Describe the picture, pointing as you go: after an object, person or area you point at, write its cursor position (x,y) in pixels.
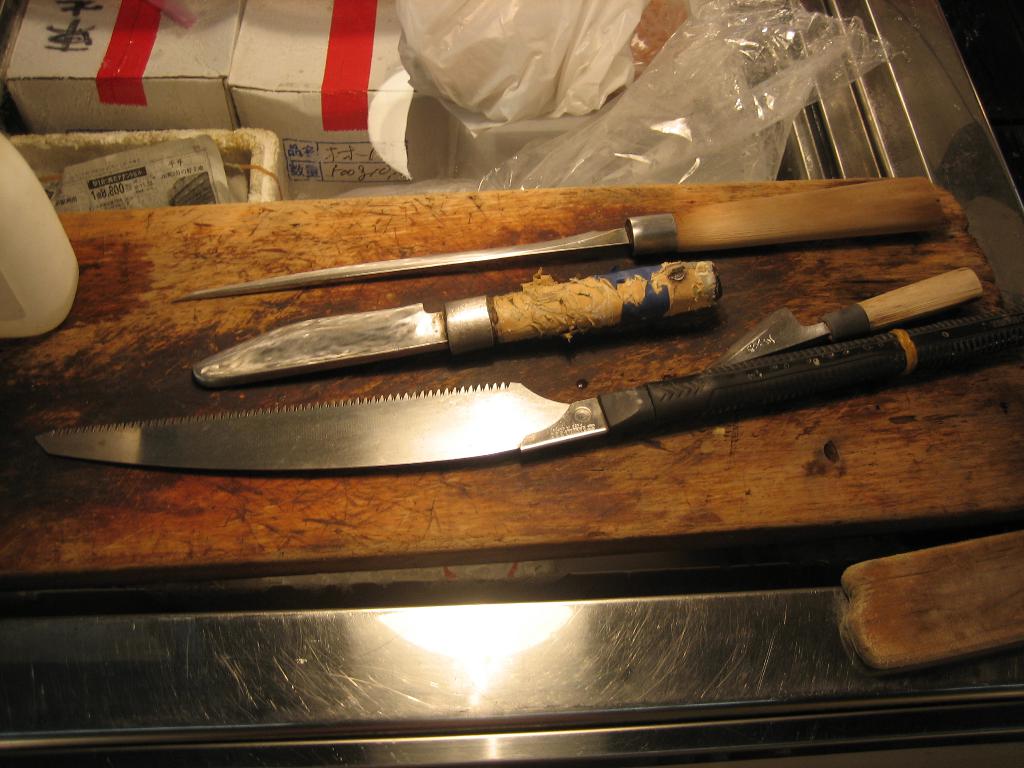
In this picture we can see few knives (570,325), plastic covers (595,180), boxes (262,141) and a bottle (40,312).
